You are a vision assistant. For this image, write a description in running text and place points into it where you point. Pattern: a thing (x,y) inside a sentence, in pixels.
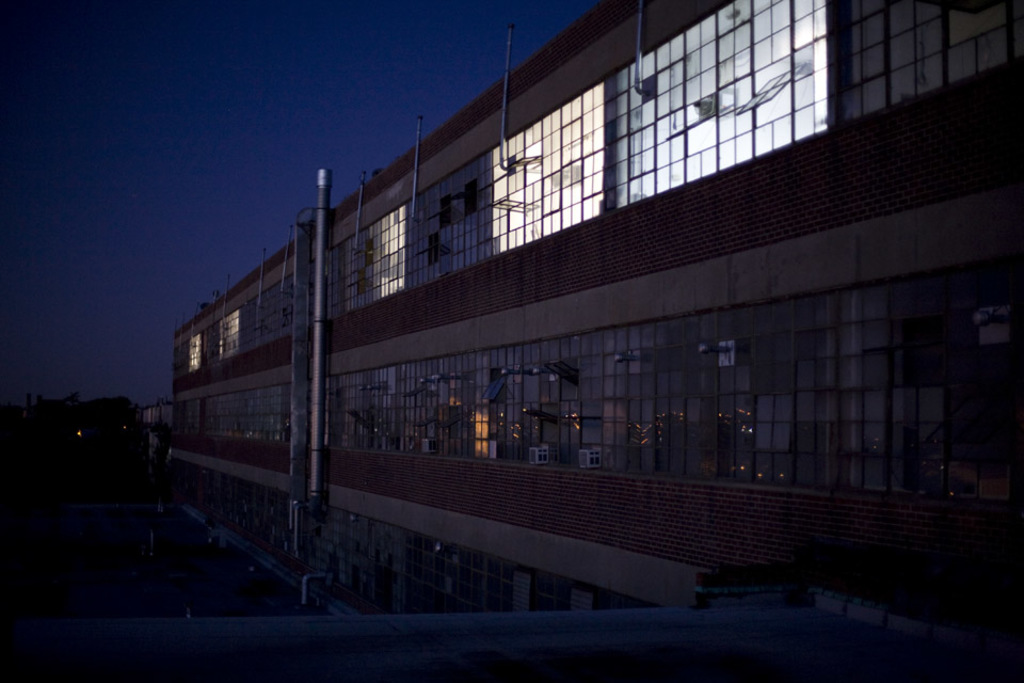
In the center of the picture (450,315) there is a building (514,151) with glass windows (403,287), at the top (553,215) there are lights (678,150) on in the building (249,349). On the left (153,593) it is dark. At the top (286,80) it is sky (218,93). In the middle of the picture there are pipe like objects (301,370).
